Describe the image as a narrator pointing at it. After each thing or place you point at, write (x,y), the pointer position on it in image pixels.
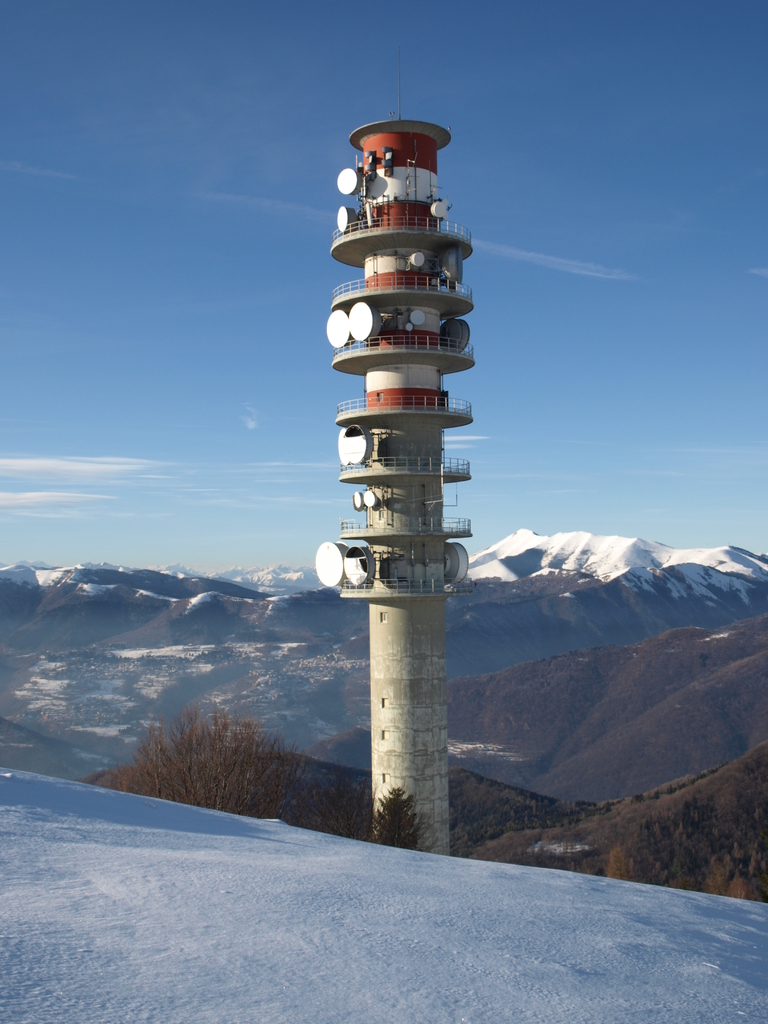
Here in this picture, in the middle (437,381) we can see a building tower (335,253) present over a place (394,889) and we can see mountains (619,548) that are covered with snow (665,555) and we can see some other mountains (533,749) that are also covered with grass (485,716) and plants (623,707) and in the front (492,879) we can see the ground (339,850) is covered with snow (381,917) and we can also see plants (321,810) and trees (210,774) present near the building tower (413,699) and we can see clouds (58,494) in the sky (127,511).
